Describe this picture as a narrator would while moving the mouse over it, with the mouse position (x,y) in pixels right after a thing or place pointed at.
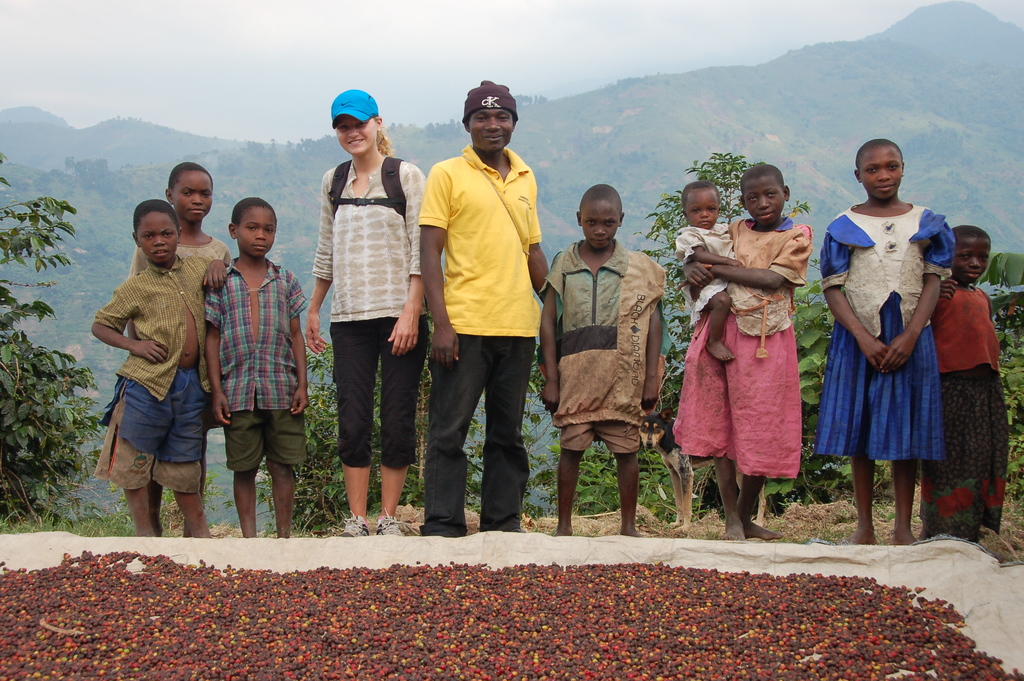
In this picture I can see a woman (345,98), a man (440,226) and few children (984,329) standing in front (695,370) and I see that few of them are smiling. In front of them, I can see a cream color thing (960,558) and on it I see number of red and black color things (383,619). Behind them I can see few plants (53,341). In the background (26,29) I can see the sky (312,76) and I can also see the hills (829,120).
